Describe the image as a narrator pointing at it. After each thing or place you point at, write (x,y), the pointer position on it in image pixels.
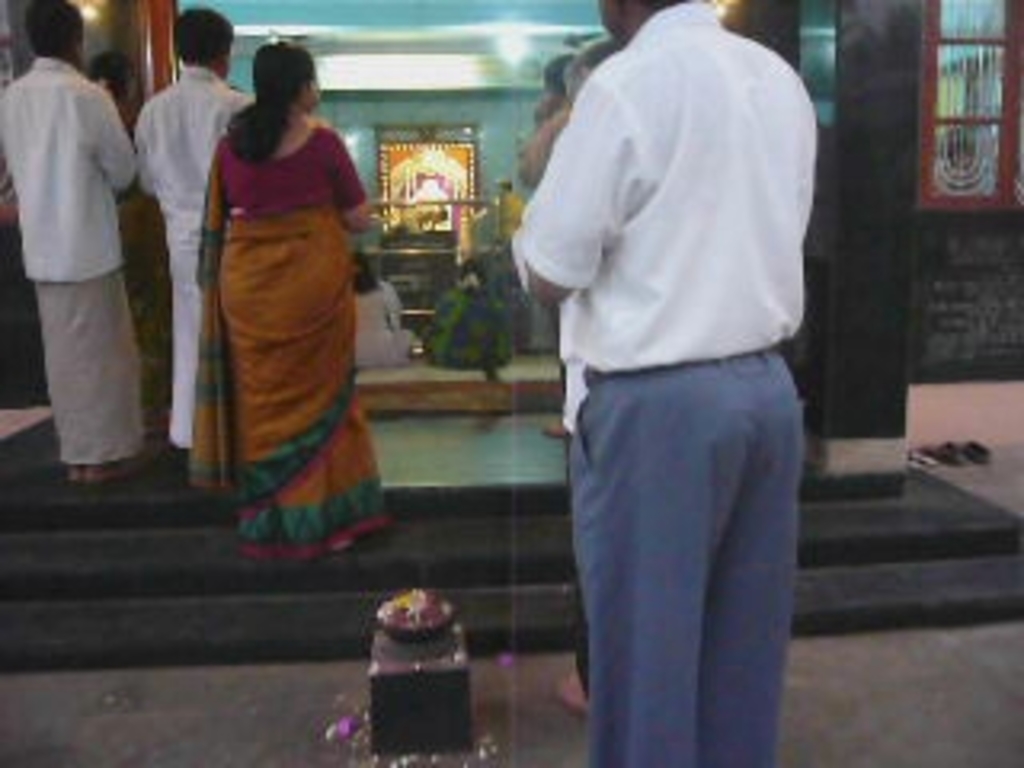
In this image in the foreground (47,237) there are few people (212,341) standing, in the middle (386,329) there is an idol (427,213), two persons (396,300) sitting on the floor (431,375), there are some pillars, window (1000,143) on the right side (999,179), at the bottom (401,616) there is an object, there are some sandals (959,460) visible on the right side (933,461).
